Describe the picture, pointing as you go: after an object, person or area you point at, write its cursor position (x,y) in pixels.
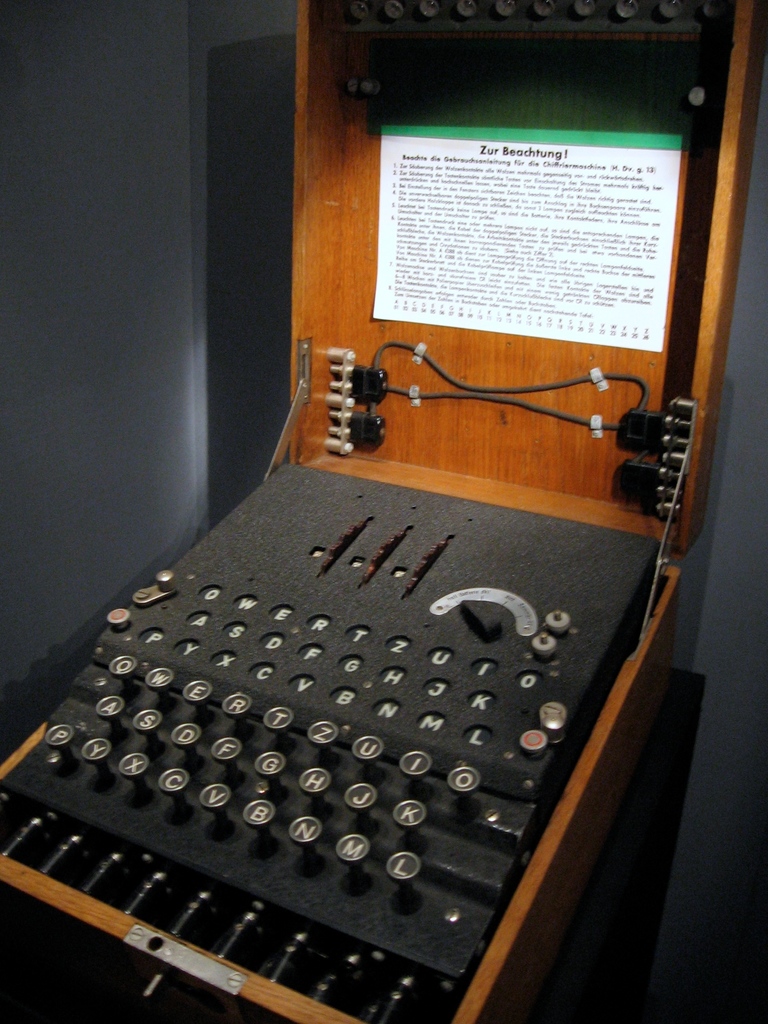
In the center of the image (359,564) a typewriting machine (387,560) is there. In the background of the image (42,460) wall (99,381) is there.
